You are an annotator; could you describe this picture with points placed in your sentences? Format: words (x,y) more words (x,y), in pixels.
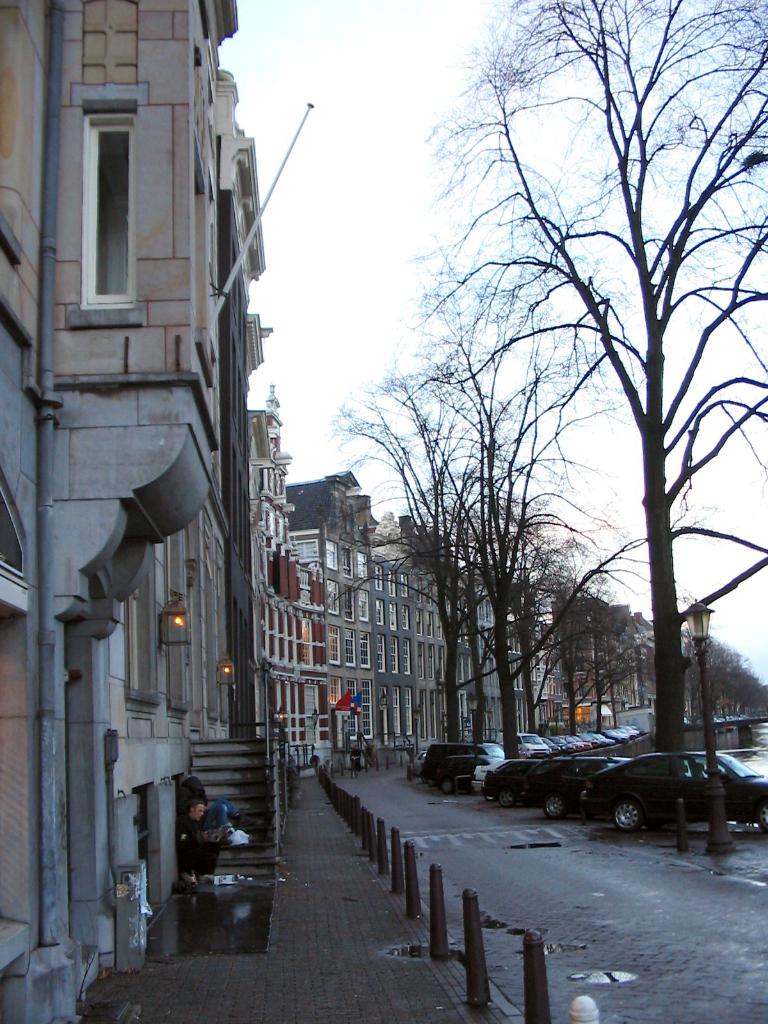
This picture might be taken from outside of the building (322,639). In this image, on the left side (64,825), we can see two people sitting on the staircase (269,785), a box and a building (130,163), windows (120,159). On the right side (731,788), we can see few cars (745,794), street lights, trees (649,354), water (758,735) in a lake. In the background (333,698), we can see some buildings (324,615) and trees (711,673). At the top (472,163), we can see a sky (355,98), at the bottom (701,919), we can see a road (543,882) and a footpath (364,907).
